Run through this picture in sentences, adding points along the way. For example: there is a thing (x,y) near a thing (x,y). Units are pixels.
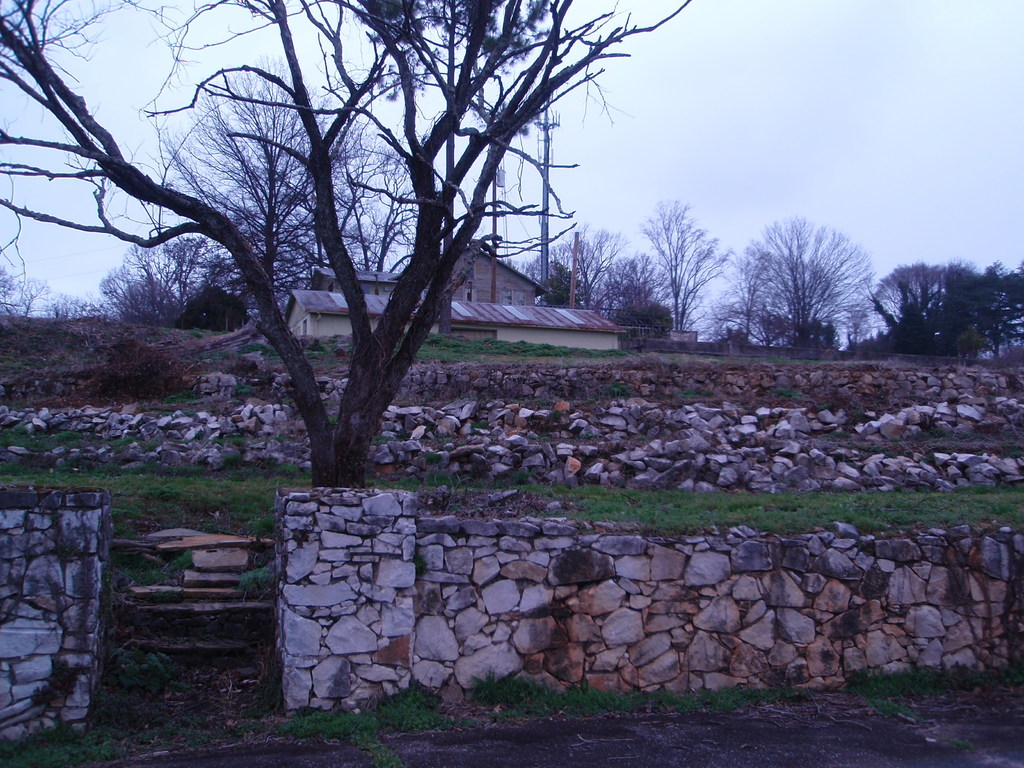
In this image, we can see some trees (853,259) and rock walls (410,583). There are shelter houses (339,317) and poles (542,252) in the middle of the image (570,320). At the top of the image (567,27), we can see the sky (233,61).
